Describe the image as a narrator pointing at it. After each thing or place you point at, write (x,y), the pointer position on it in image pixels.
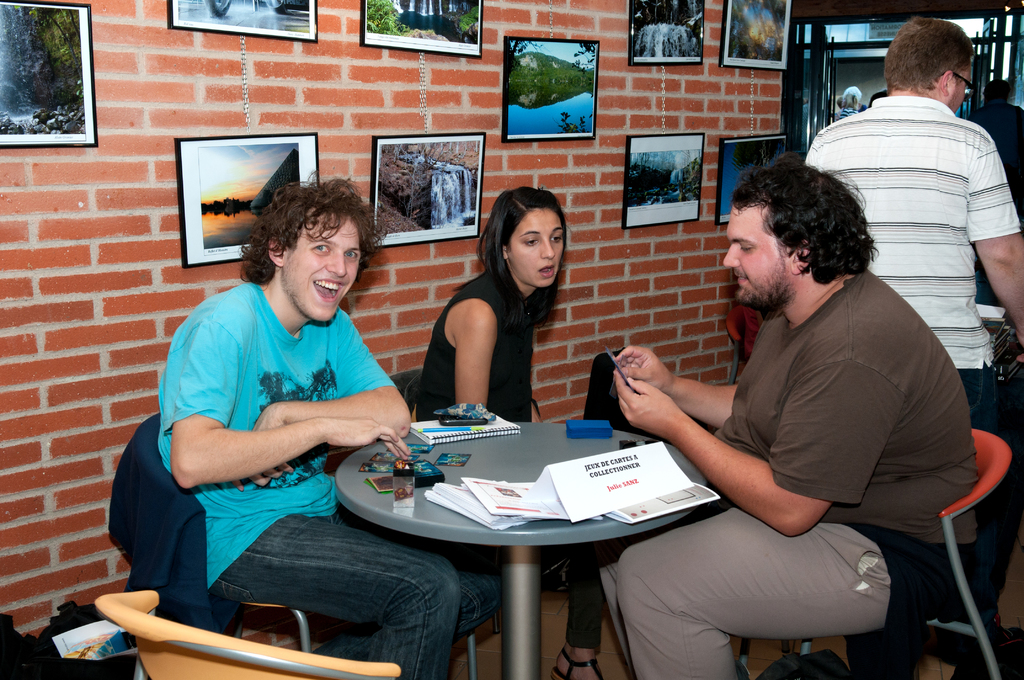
Here we can see a three people (774,263) sitting on a chair (971,616) and this two persons (214,317) are having a smile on their face (740,232). This is a brick wall (128,120) where all these photo frames (405,29) are fixed. There is a person (928,191) standing on the right side (978,190).
